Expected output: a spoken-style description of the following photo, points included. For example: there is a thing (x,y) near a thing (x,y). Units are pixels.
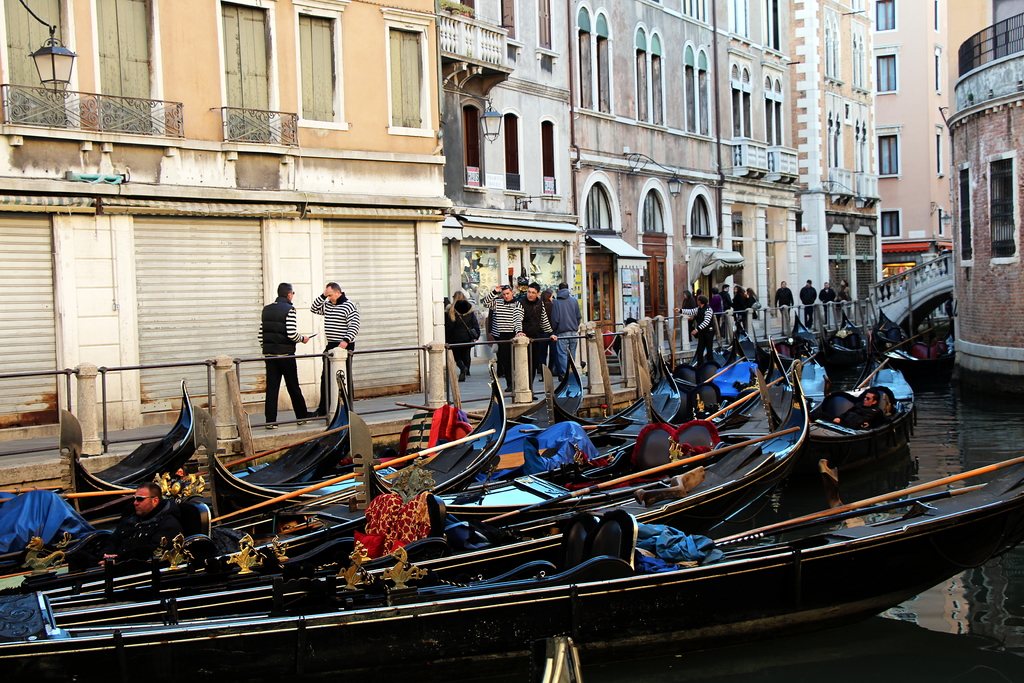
In the image we can see there are many boats (549,510) in the water (880,620). There are even people (286,347) walking, they are wearing clothes (273,344). We can see even there are buildings (406,152) and these are the windows (779,131) of the building (796,110).
